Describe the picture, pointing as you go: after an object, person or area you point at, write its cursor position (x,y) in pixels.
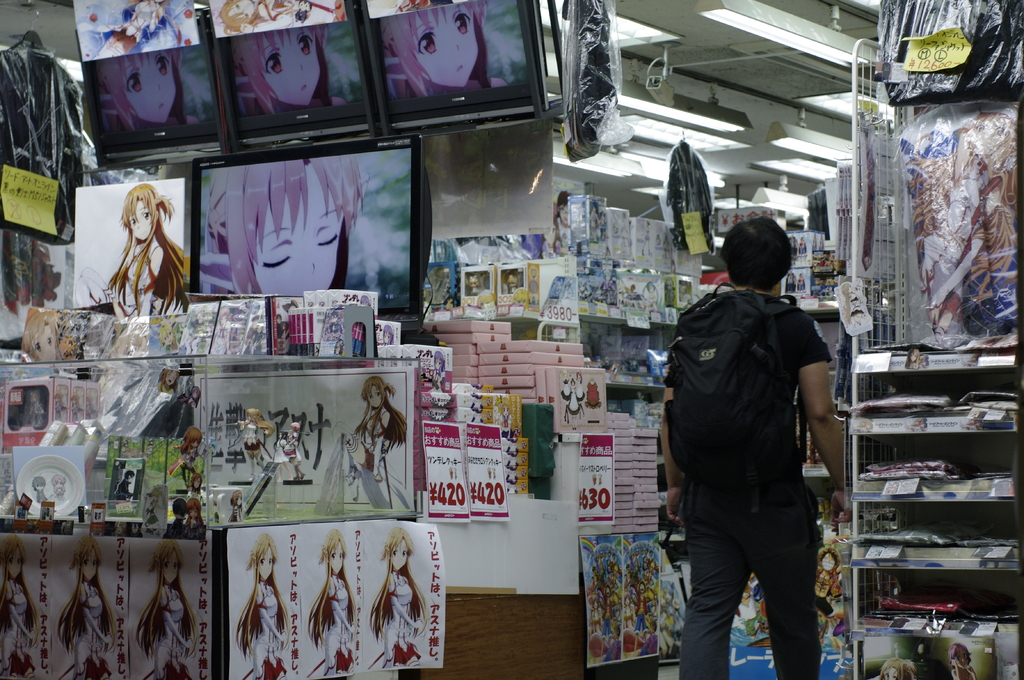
In this image we can see posters (367,625), screens (398,276), boxes (437,367), frames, racks (694,273), lights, ceiling (765,142), and few objects (952,640). Here we can see a person (702,578) wore a bag (769,389).
